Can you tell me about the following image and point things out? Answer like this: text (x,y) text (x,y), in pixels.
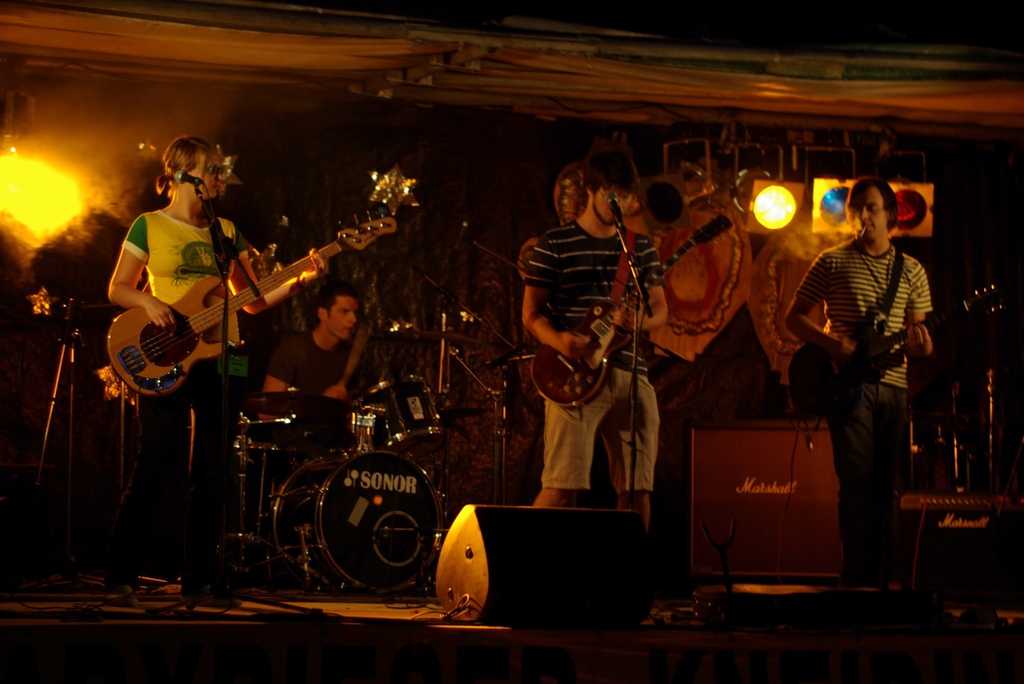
In this image there are group of people (568,339). Three people (186,214) are standing in the front (894,483) are playing guitars (906,339), the person (341,381) sitting on the back (345,462) are playing drums (343,470). There are microphones (617,227), speakers (748,528) on the stage (697,591), there are lights (819,202) at the top (50,183).
